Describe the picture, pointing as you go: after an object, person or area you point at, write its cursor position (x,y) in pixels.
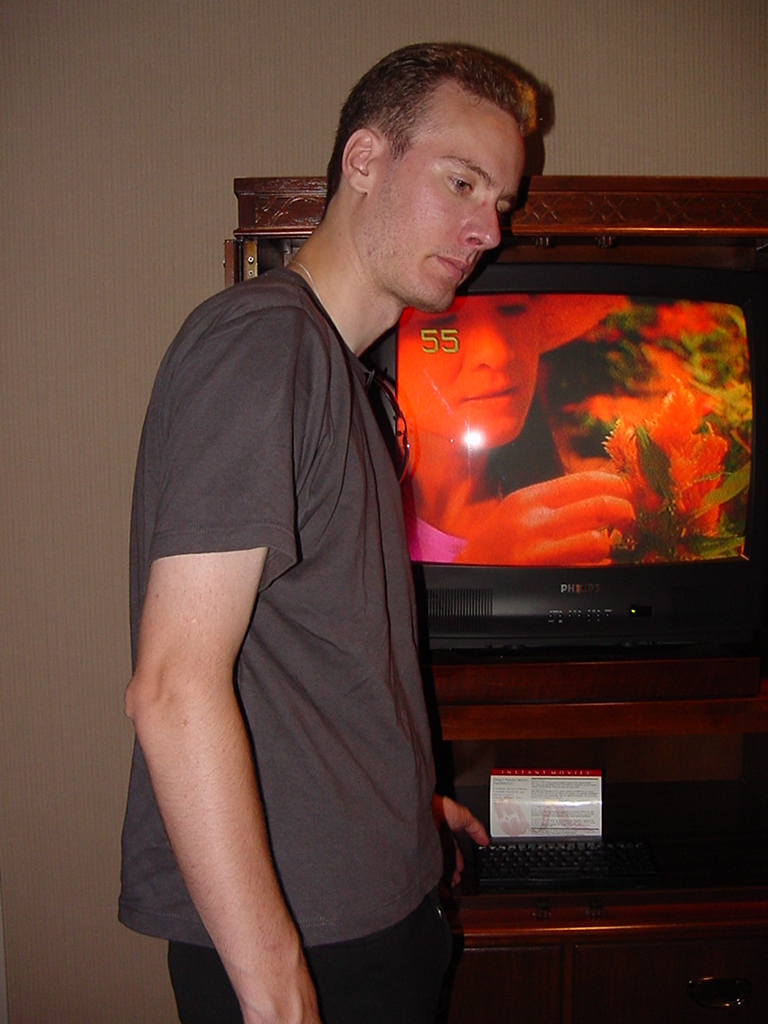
In the middle of the image (273,381) a person (248,459) is standing. Beside him there is a wall (502,27), in a cabinet (548,233) there is a screen (472,621).
